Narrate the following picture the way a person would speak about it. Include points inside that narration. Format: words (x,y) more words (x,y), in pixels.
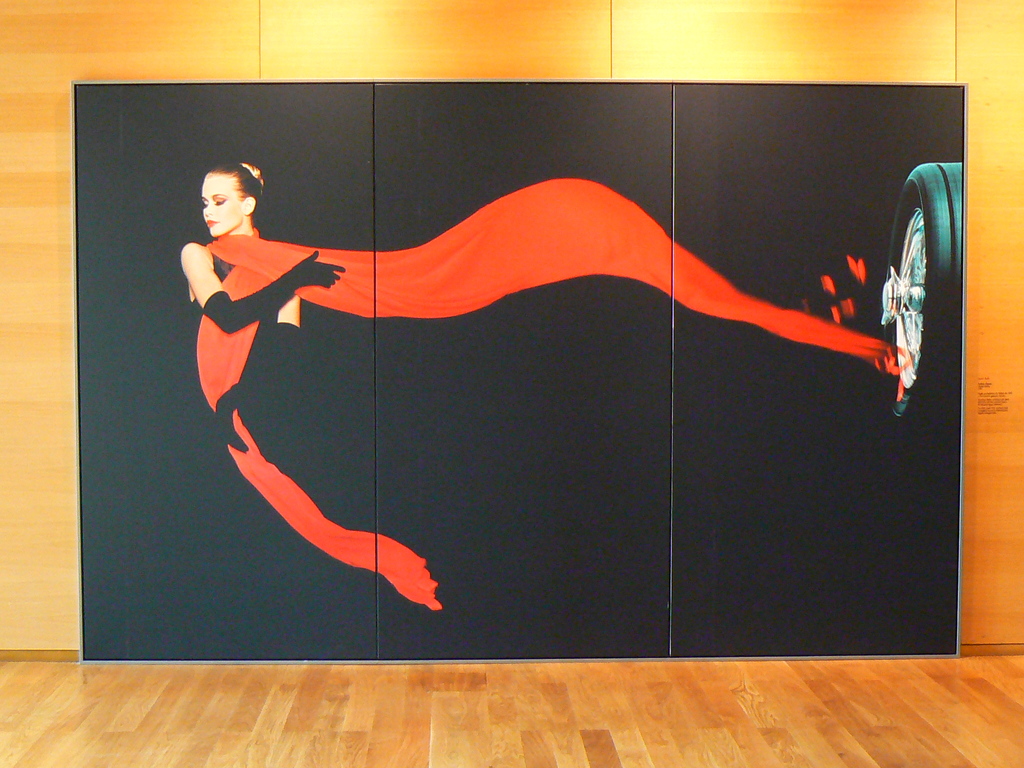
In this image there is a painting (453,300) of a woman (235,222) and a wheel (898,312) of a vehicle (938,277) on the wall (984,566). At the bottom of the image (688,728) there is a floor (629,723).
